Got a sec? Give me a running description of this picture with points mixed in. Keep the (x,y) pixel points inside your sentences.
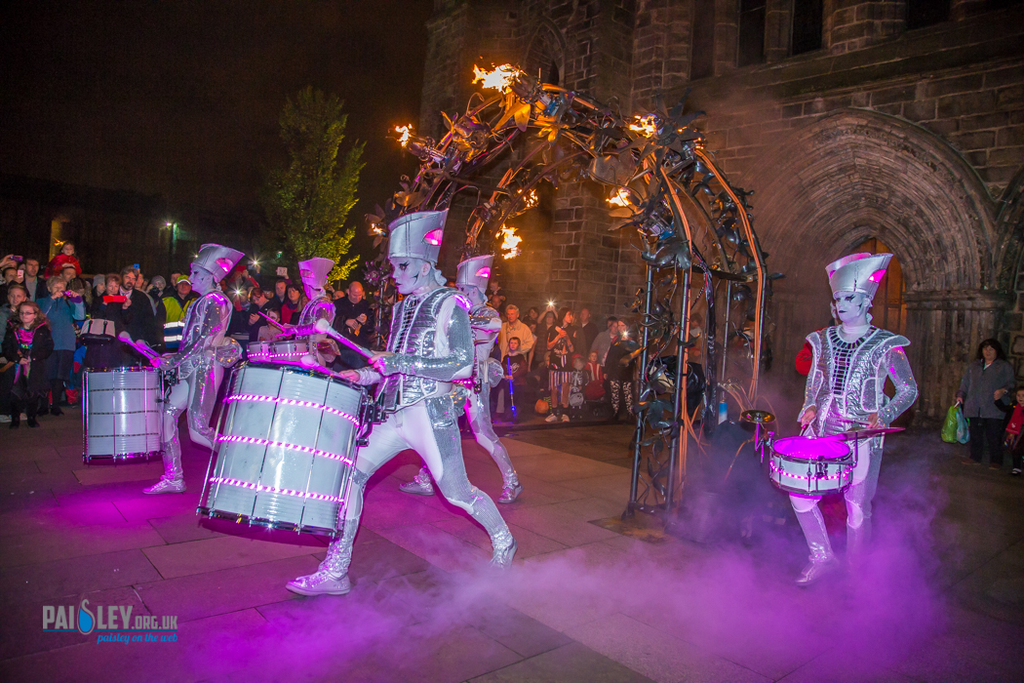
In this image, there are a few people (832,331). Among them, some people (440,399) wearing costumes (400,369) are holding some objects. We can also see some drums (792,486) and the ground (668,566) with some objects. We can see some buildings (566,256) and a tree (312,106). We can also see a metal object (631,161) with some flame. We can see some text (121,629) on the bottom left corner (162,618).
